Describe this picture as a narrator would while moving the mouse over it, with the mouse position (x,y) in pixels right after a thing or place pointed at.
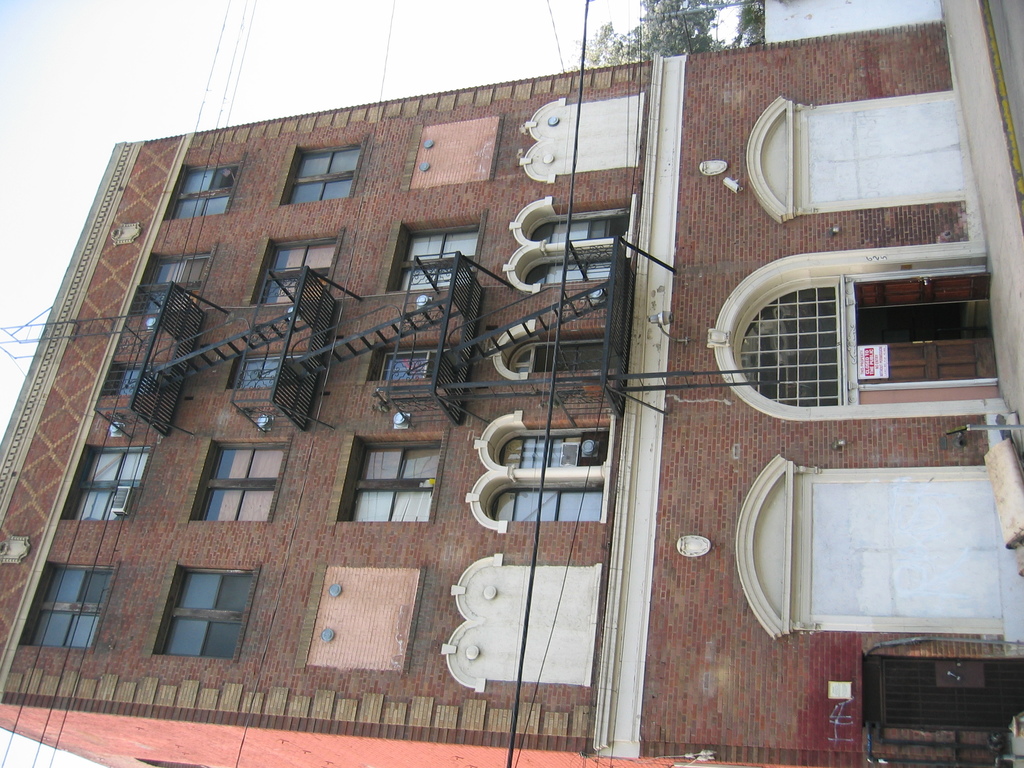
In the picture I can see a brick building (546,290), doors (946,280), windows (776,312), stairs (139,416), wires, trees (754,23) and the sky (418,93) in the background (22,82).
